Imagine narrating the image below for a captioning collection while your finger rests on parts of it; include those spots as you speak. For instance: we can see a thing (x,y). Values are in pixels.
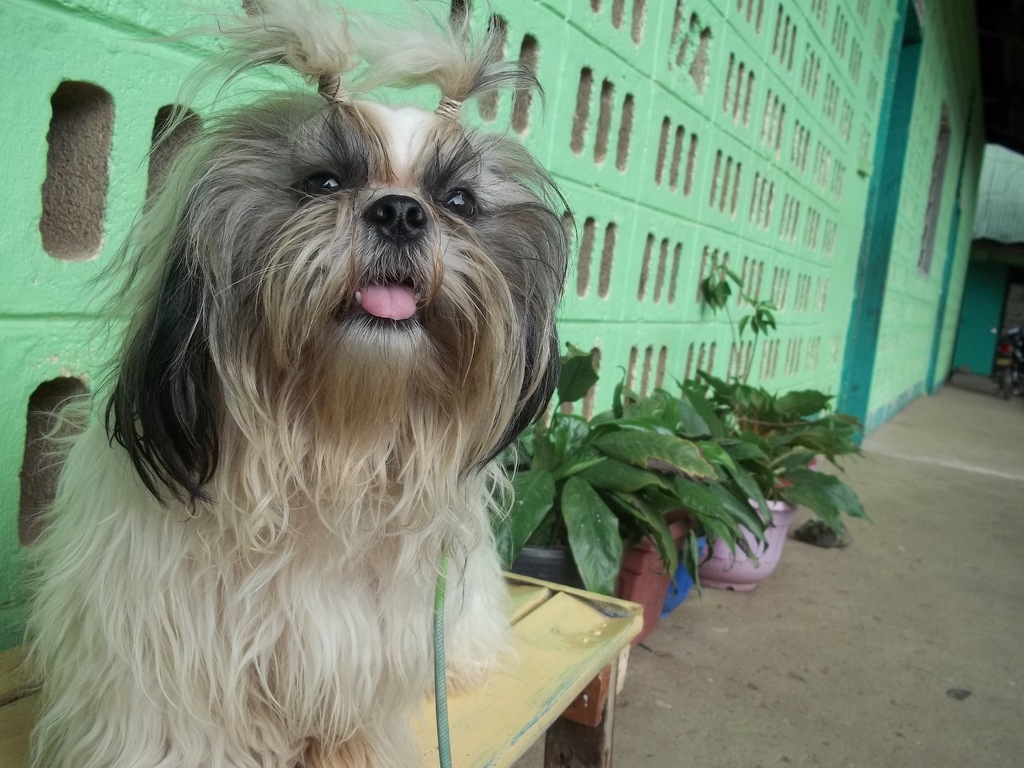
In the foreground of the image (73,417) there is a dog (228,763). There are many plants (585,571). In the background of the image (572,176) there is a wall (697,116).
